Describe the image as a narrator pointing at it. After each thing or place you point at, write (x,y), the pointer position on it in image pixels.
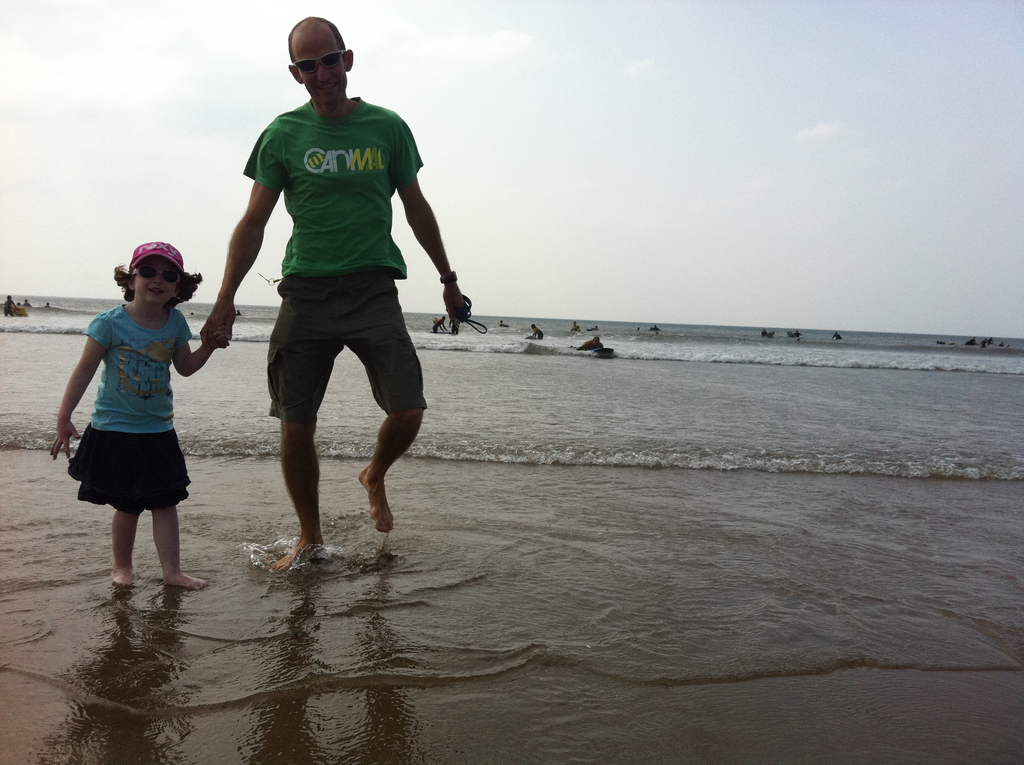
In this image a person (339,155) and a girl (131,329) are holding each other hand (229,317) and walking on land (444,603) having some water (424,581) on it. Person (333,256) is wearing a green shirt (296,250). Girl (121,397) is wearing a blue top (126,392), goggles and cap (155,252). Behind them there is water (41,352) having few persons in it. Water (653,359) is having few tides (694,363). Top of image (700,147) there is sky (700,147).
